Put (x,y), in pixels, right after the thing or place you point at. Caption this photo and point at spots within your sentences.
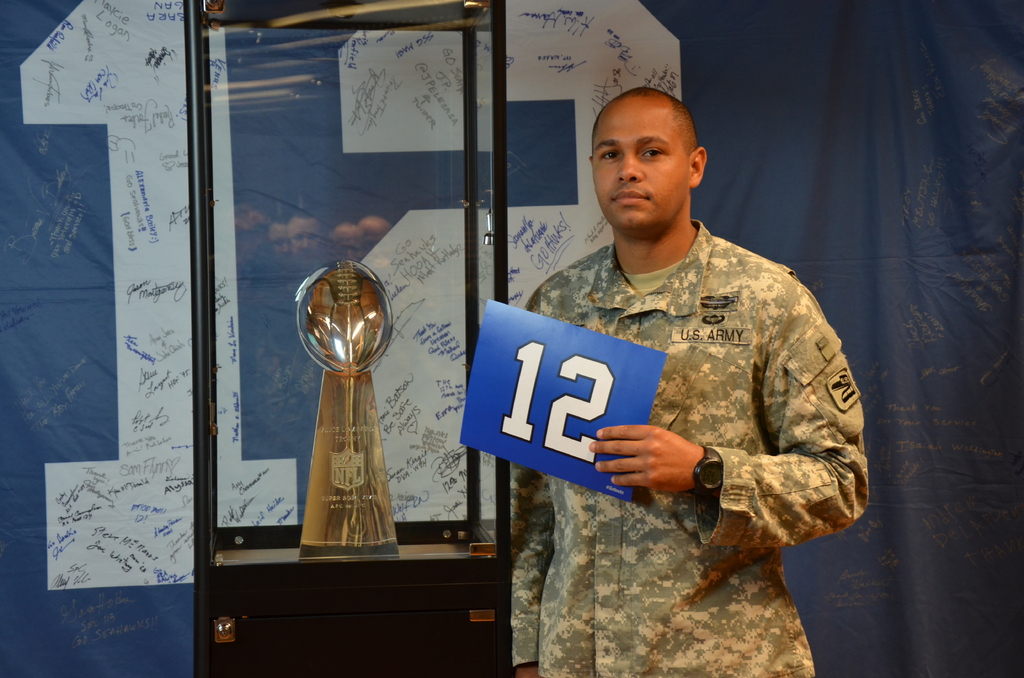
In this image I can see a man (670,475) wearing uniform (667,634), standing and giving pose for the picture. He is holding a blue color card (551,402) in the hand (600,442). Beside this man (590,511) I can see an award (336,415) which placed in a box (407,516). In the background (908,234), I can see a blue color curtain (919,223).
